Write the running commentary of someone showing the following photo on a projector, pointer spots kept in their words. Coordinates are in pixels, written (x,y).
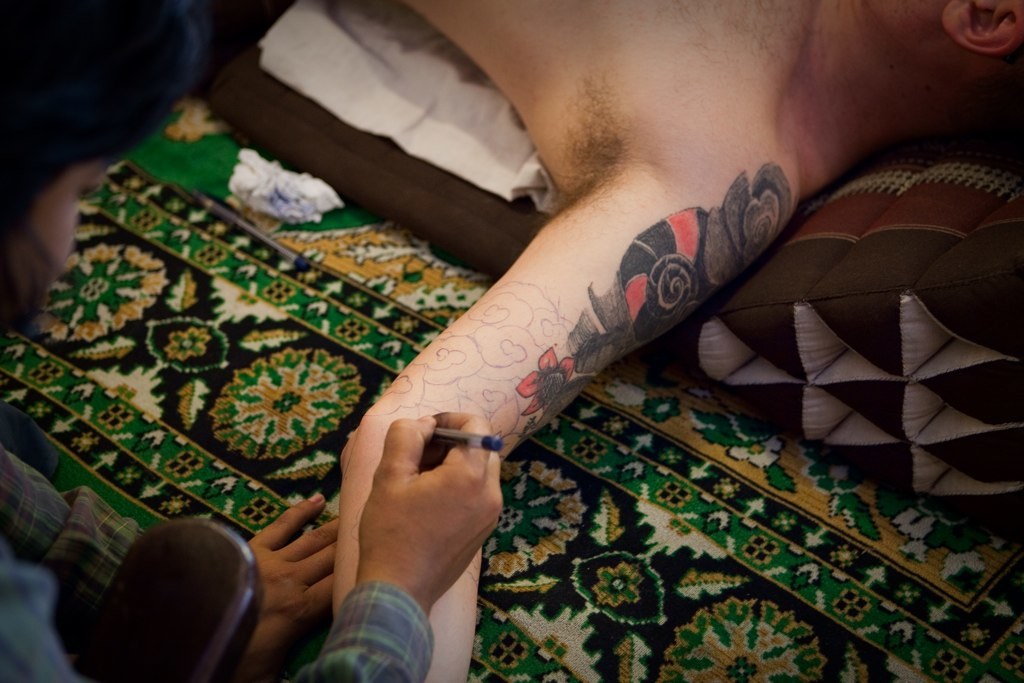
In this image we can see a person (696,158) lying on the bed (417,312), there is a paper napkin (295,210), there is a person (465,486) drawing design (542,411) on the other person's hand (550,333).
